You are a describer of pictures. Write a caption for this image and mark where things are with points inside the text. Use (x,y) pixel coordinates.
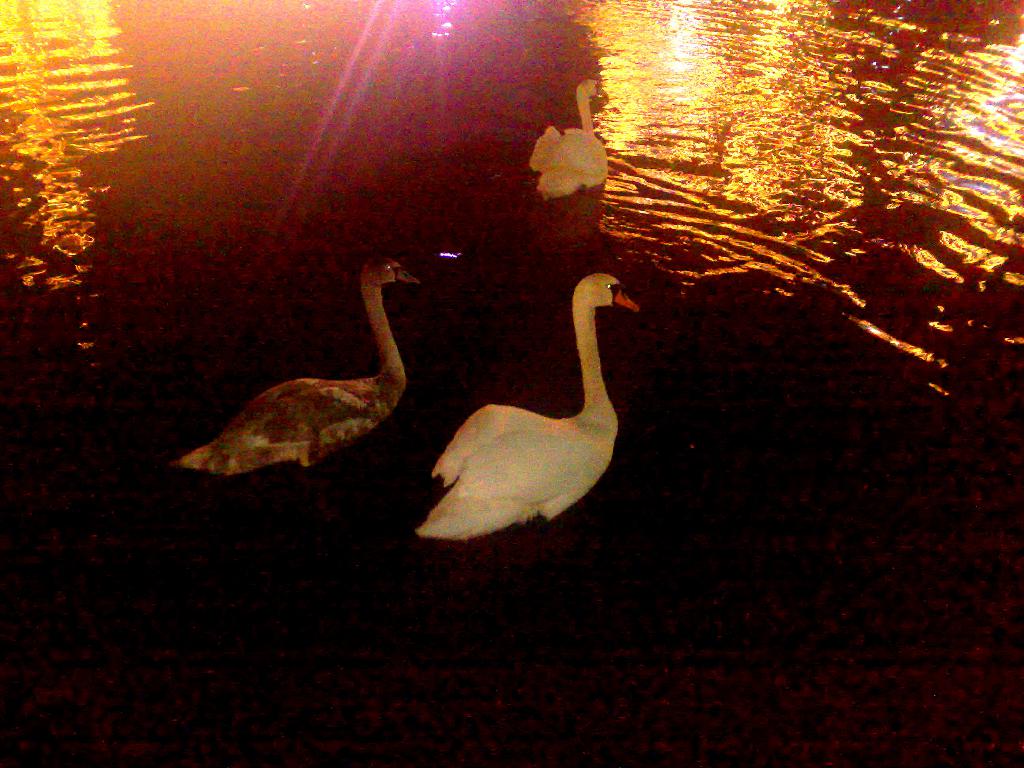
In this picture we can see swans (555,185) on the water (479,400).
